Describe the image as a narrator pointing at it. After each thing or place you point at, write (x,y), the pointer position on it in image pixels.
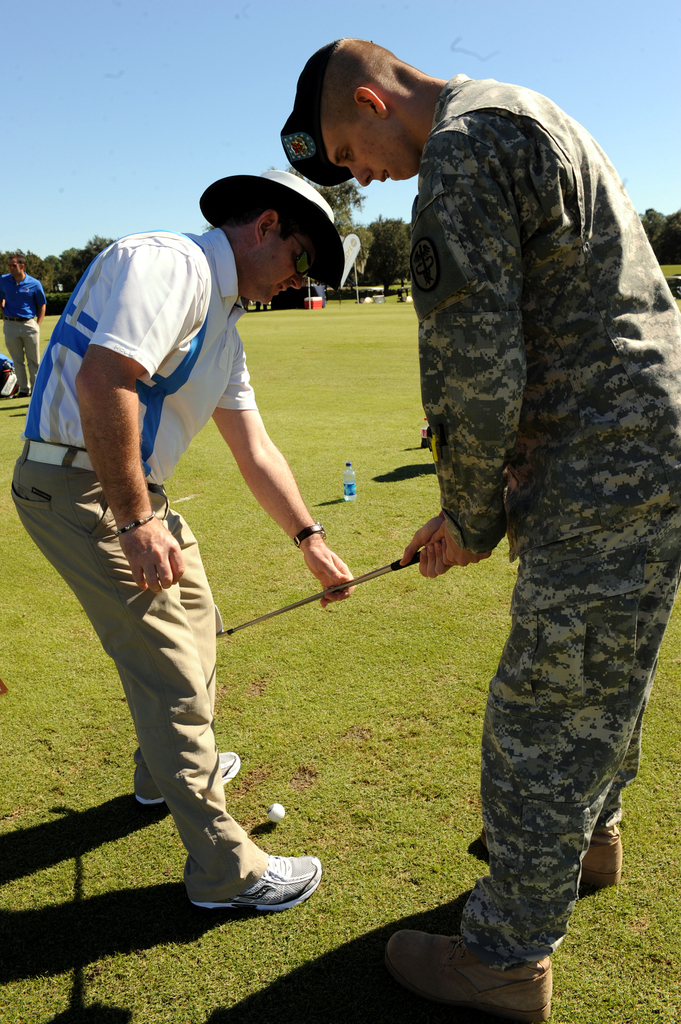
In this image, we can see two persons (552,410) wearing clothes (493,336) and holding a stick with their hands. There is a golf ball (271,809) at the bottom of the image (266,816). There is an another person (27,349) on the left side of the image (31,309) standing and wearing clothes (31,309). There are some trees (63,260) in the middle of the image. At the top of the image (294,22), we can see the sky (430,6).
